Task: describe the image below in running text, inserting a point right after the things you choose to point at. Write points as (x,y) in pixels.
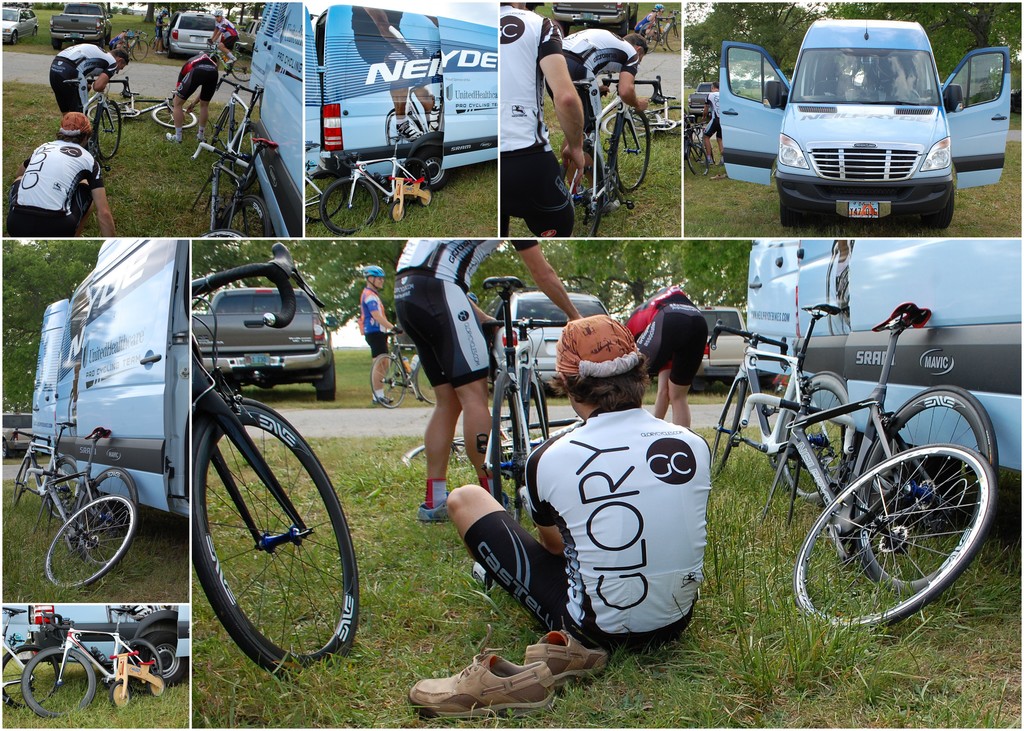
In this picture there is a person (556,466) sitting on the floor (732,642) and bicycles (347,629).
